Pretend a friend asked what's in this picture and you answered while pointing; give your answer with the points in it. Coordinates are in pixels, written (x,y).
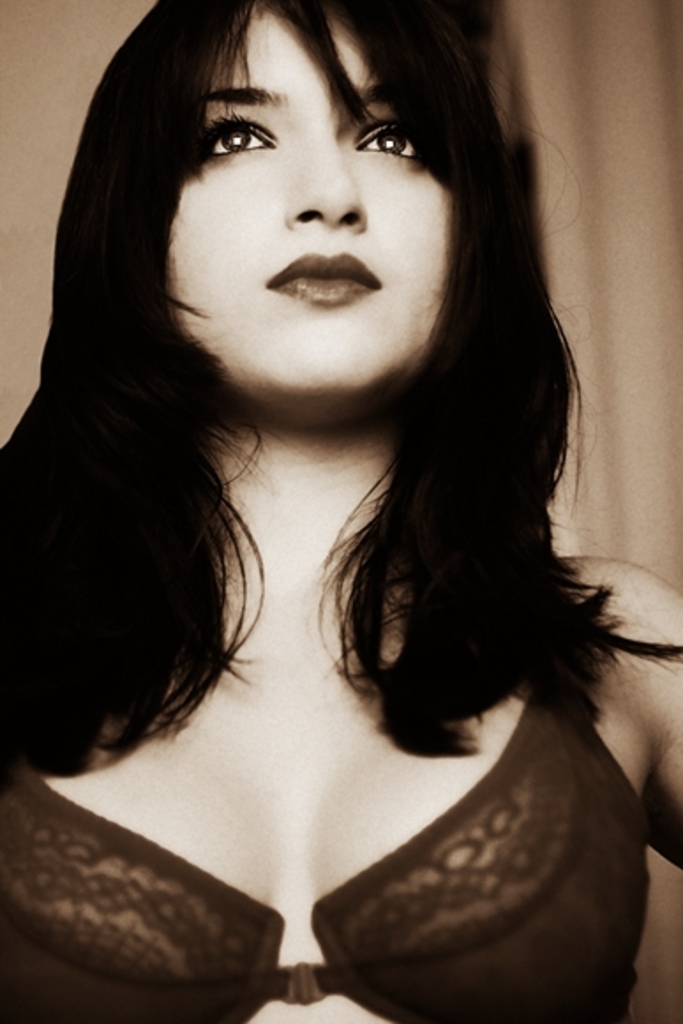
This is an edited picture and here we can see a lady (360,494). In the background (514,121), there is a cloth (599,209).
